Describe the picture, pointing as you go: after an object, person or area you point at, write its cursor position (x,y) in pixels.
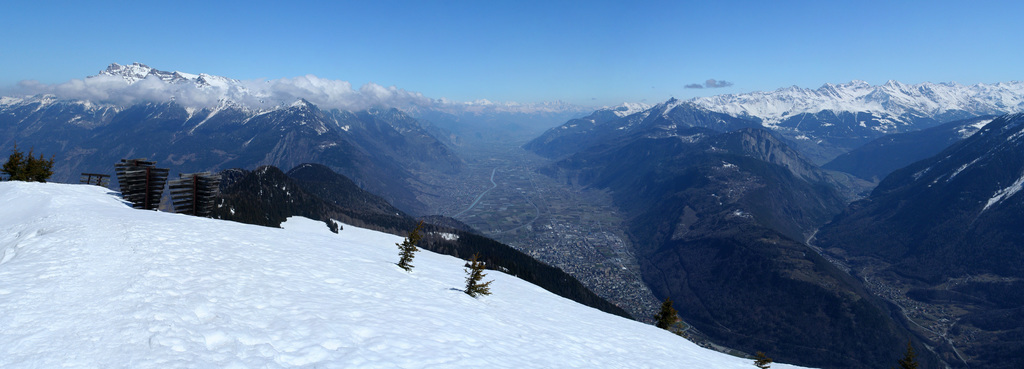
In the image there are mountains (652,211) and hills (735,219) all over the place covered with snow (904,107) and above its sky (420,34).
